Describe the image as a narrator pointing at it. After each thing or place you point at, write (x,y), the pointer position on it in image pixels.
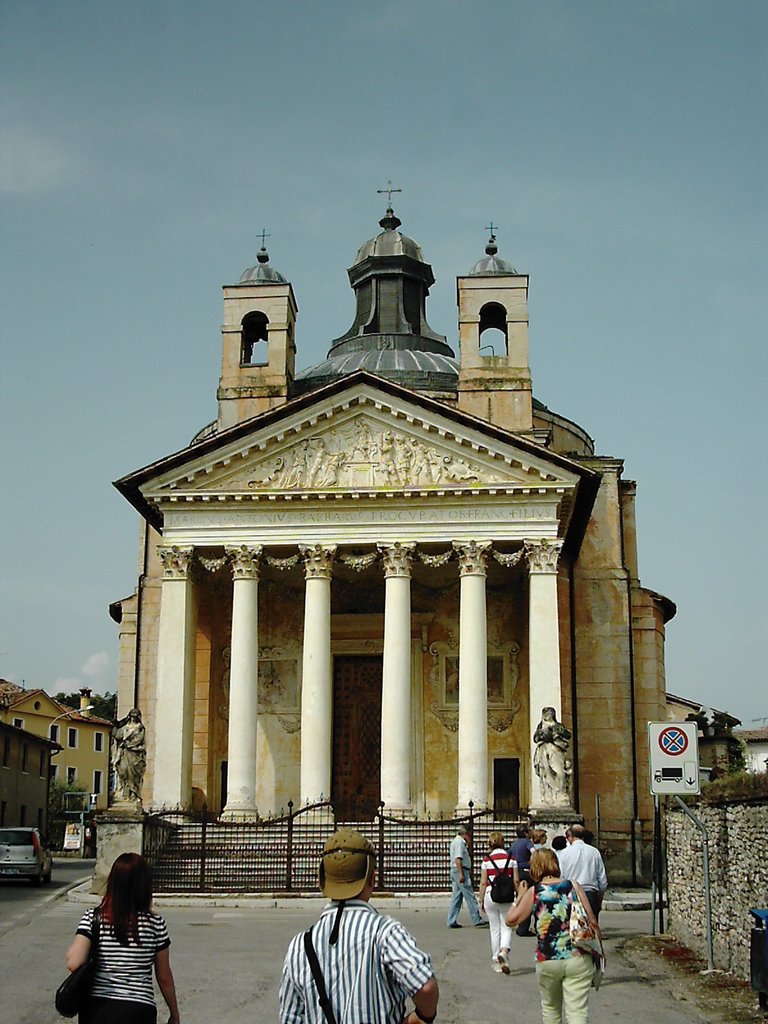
In this image I can see a church (269,580), in front of church (196,667) I can see sculpture (134,721), fence (311,865), pole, persons (544,887) walking on road (65,861), there is a signboard (687,739), wall (734,884), building (722,743) visible on the right side (687,854), on the left side (14,809) I can see houses (14,809), vehicles (20,874), at the top (280,185) I can see the sky (416,173).
